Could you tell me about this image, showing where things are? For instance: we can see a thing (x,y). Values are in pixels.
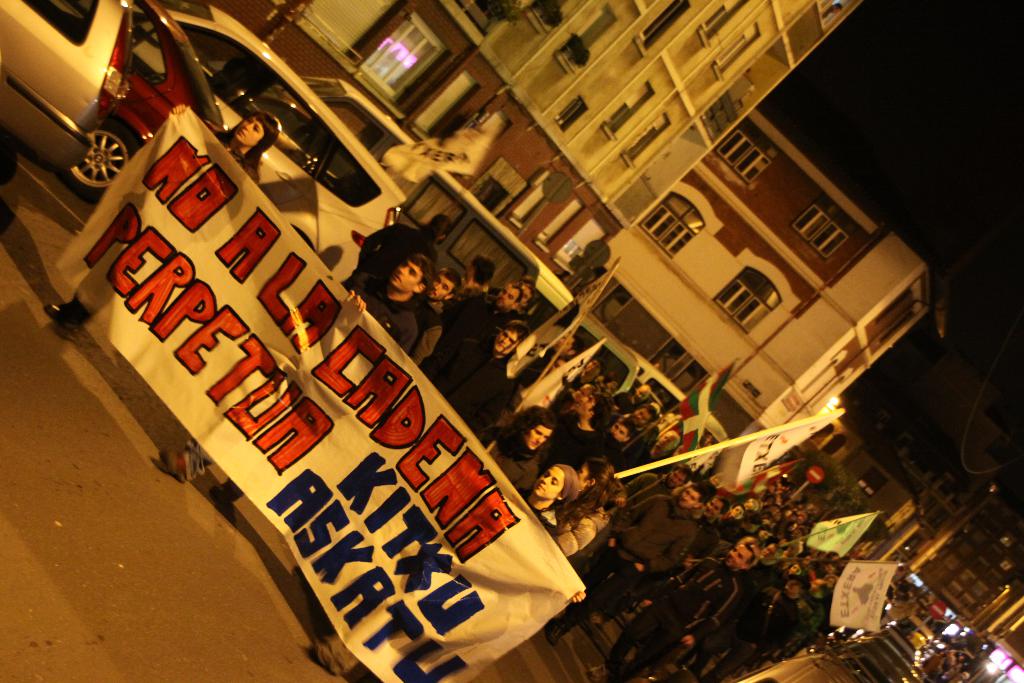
This picture is clicked outside. In the center (557,359) we can see the group of people (608,439) holding posters (222,374) and the text (248,330) is written on the posters (383,561) and in the background (776,349) we can see the buildings (768,294) and vehicles (51,118) and some other objects (970,632).
